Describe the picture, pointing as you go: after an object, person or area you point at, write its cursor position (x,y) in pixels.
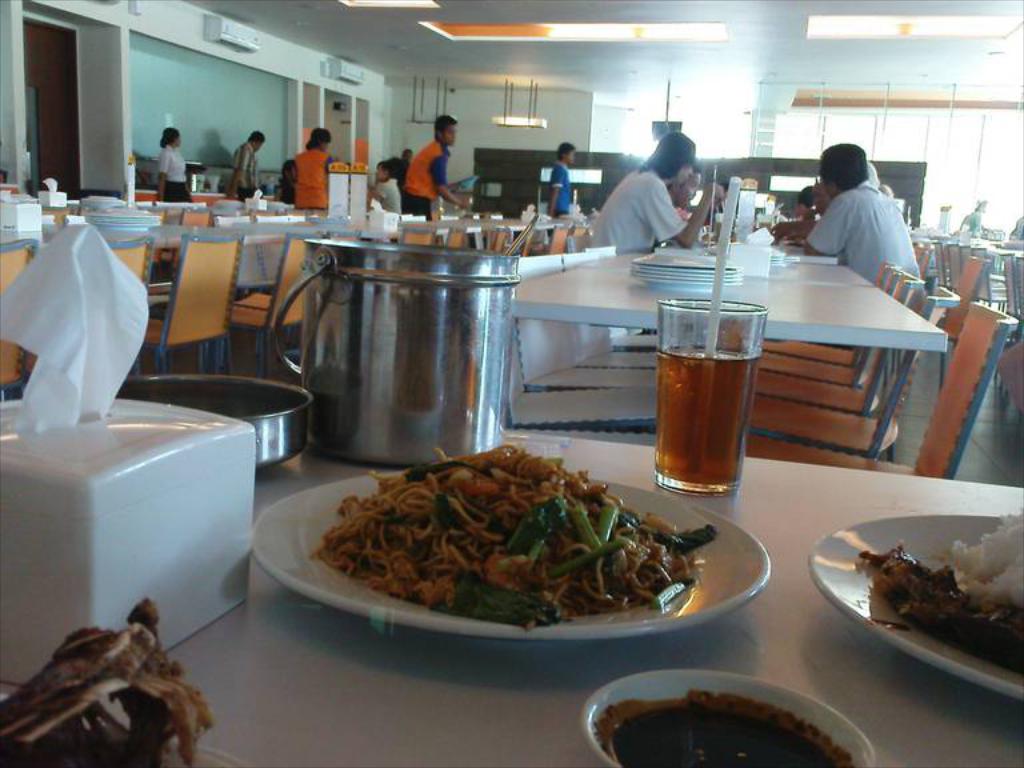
This is the picture of a place (518,653) where we have a table (526,646) on which there are some plates (850,575), tissue stand (237,471) and behind there are some other people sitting around the table (542,291) on which there are some things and also we can see some lights (669,28) to the roof (710,69).
